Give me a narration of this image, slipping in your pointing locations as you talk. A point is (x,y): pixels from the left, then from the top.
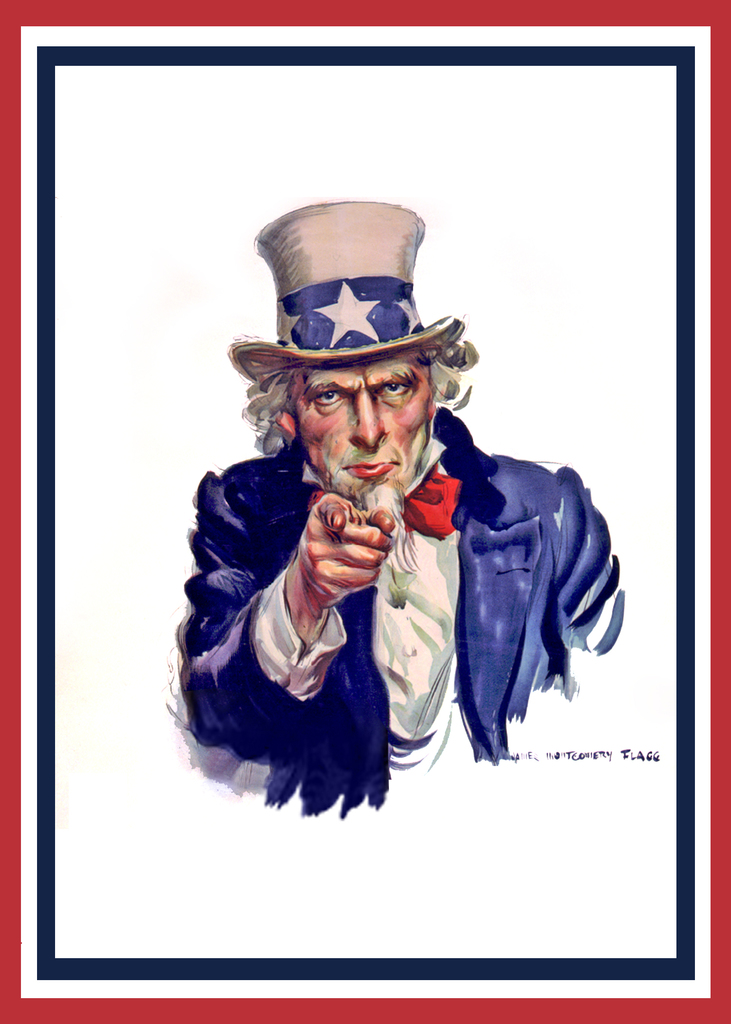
In this picture there is a drawing poster (323,561) of a man (333,674) wearing a blue color coat (508,552) and hat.
